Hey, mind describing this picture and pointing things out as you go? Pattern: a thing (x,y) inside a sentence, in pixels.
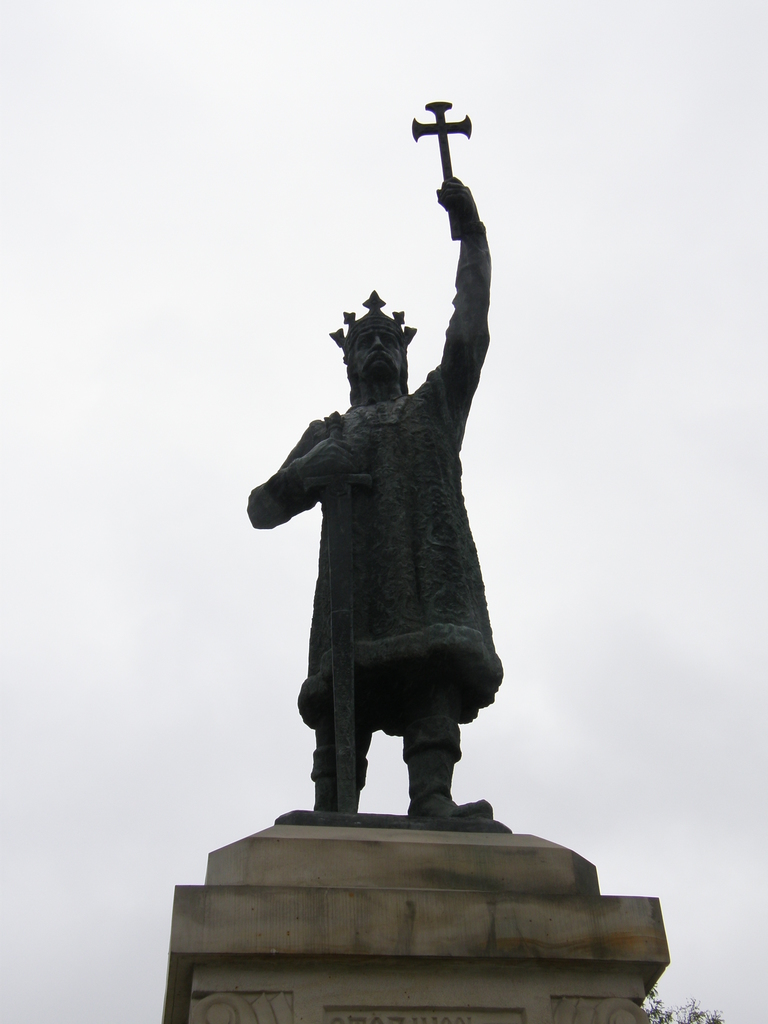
In the image there is a statue (418,544) of a man (406,495) with a crown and holding a sword (331,489) in the hand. And the statue (440,123) is on the pillar (368,911). In the background (537,479) there is a sky (540,470).
